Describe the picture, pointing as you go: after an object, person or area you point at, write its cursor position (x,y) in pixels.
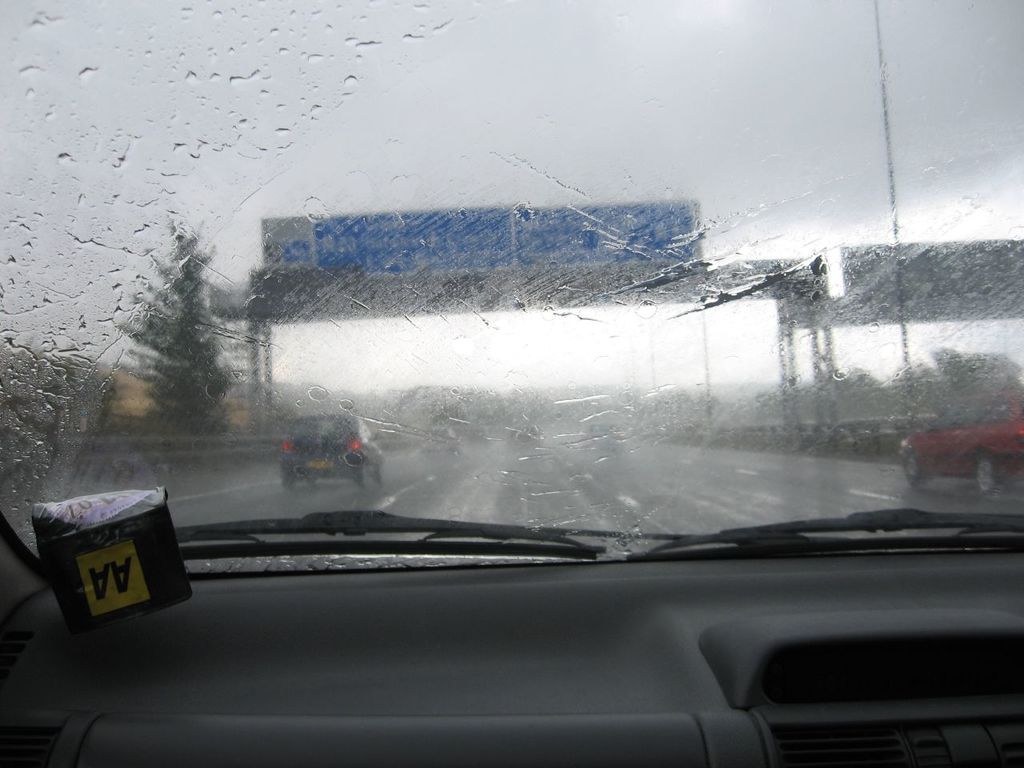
This image is taken inside a car (668,746). At the center of the image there is a car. There is a road (615,454). There is sign board (271,227). At the left side of the image (153,298) there is a tree (144,312).
